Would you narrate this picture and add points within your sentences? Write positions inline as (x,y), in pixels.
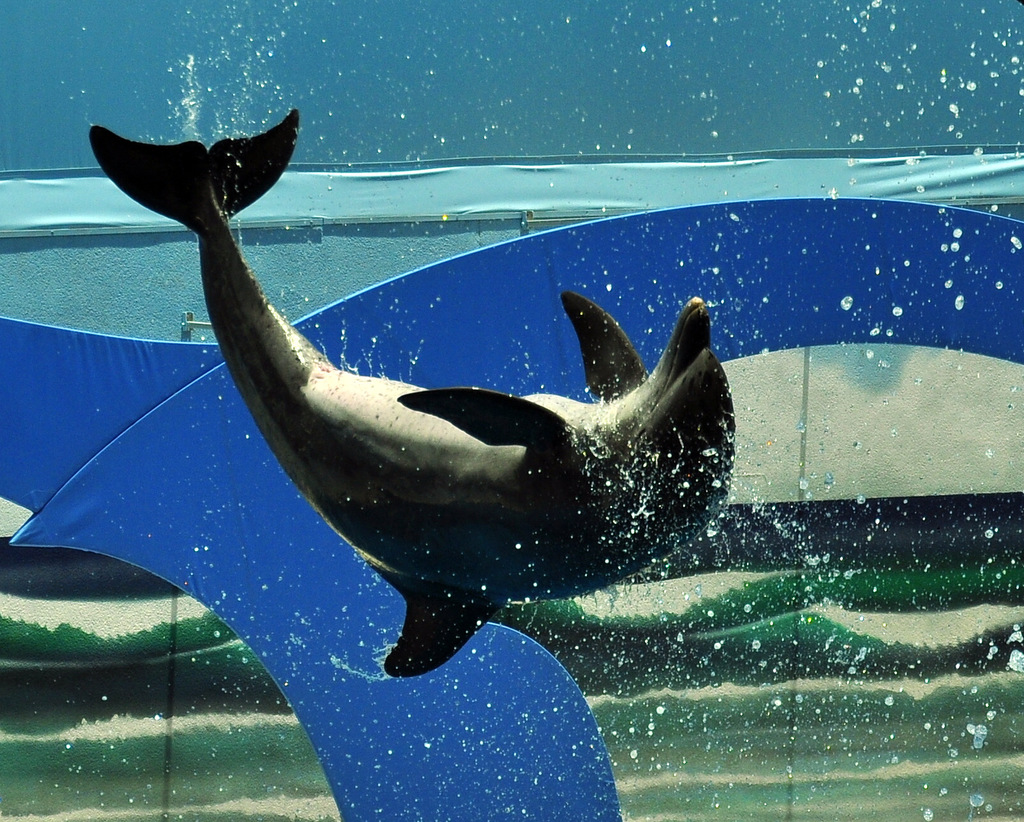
In this image there is a dolphin (510,460) in the air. It seems like it is a show.
